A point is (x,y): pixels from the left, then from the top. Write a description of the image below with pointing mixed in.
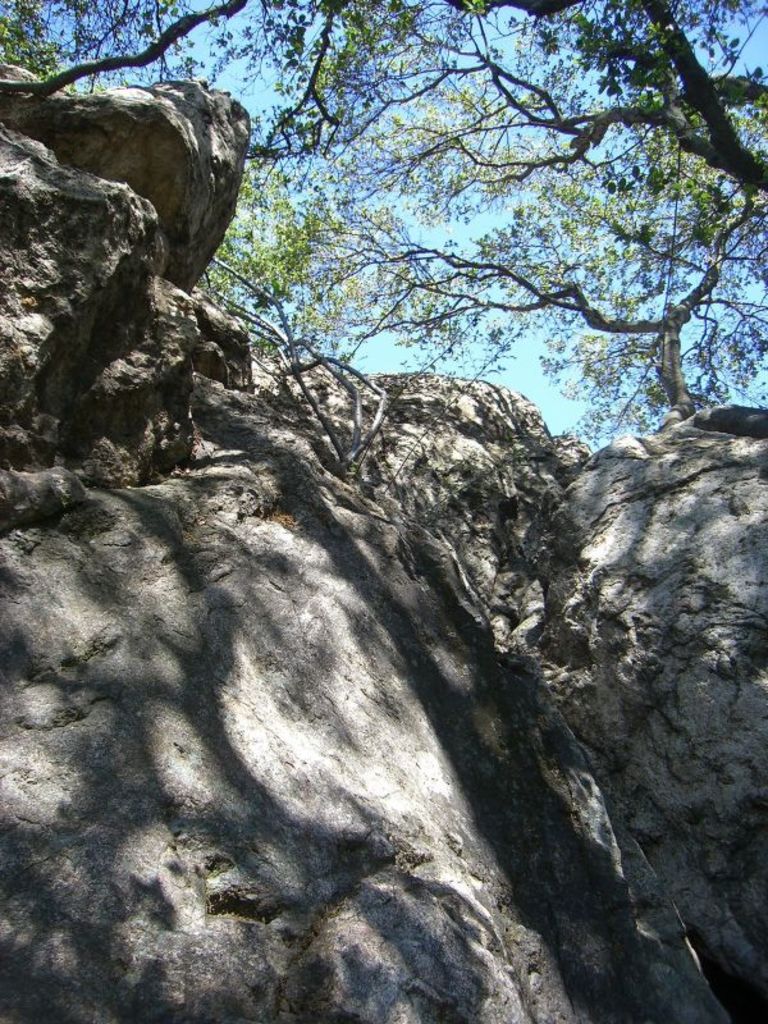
In this picture we can observe a hill (98,476). There are trees (621,236). In the background (506,221) we can observe a blue sky (248,85).
